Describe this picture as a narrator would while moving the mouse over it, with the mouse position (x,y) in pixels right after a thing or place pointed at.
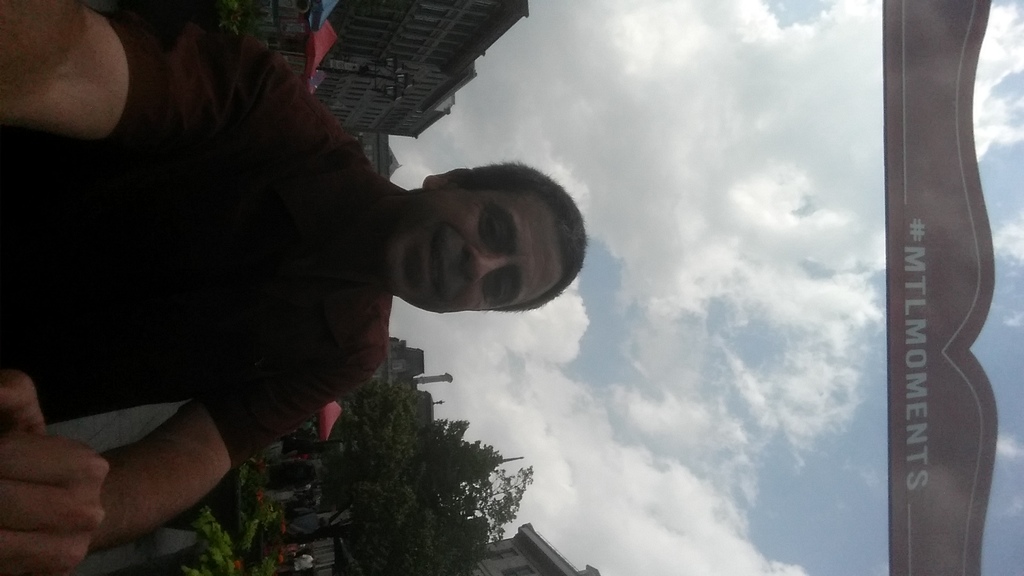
In this picture we can see a person (264,243), behind we can see some market (303,464) and we can see some people (300,524), we can see some buildings (344,40) and trees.
